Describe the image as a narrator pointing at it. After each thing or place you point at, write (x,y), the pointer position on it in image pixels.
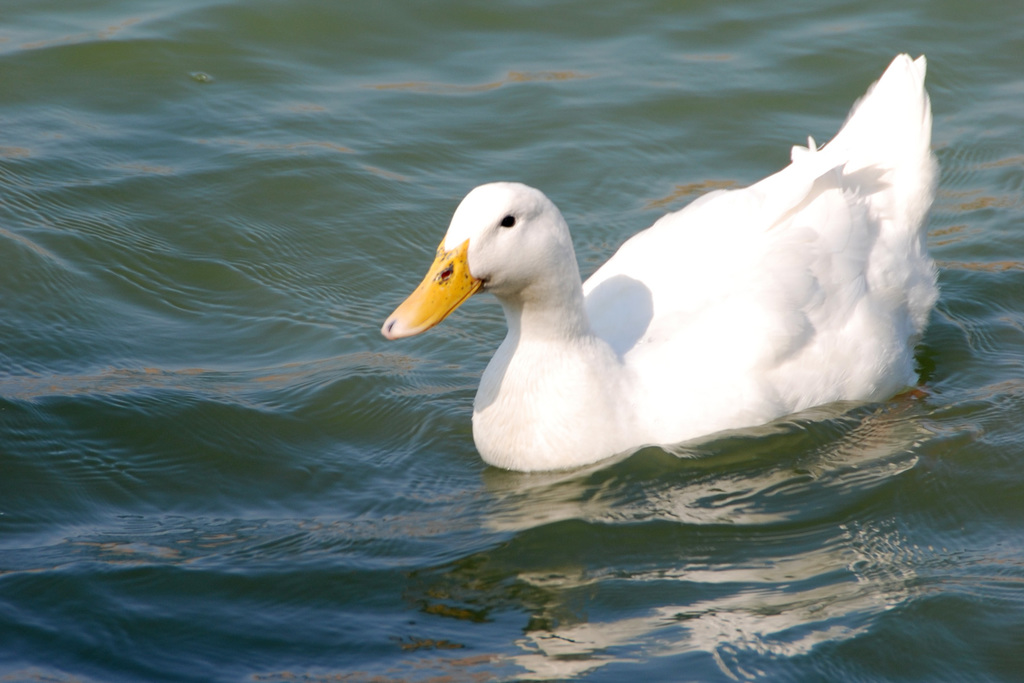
In this image I can see the bird (657,366) on the water (562,559). I can see the bird (604,340) is in white and yellow color.
